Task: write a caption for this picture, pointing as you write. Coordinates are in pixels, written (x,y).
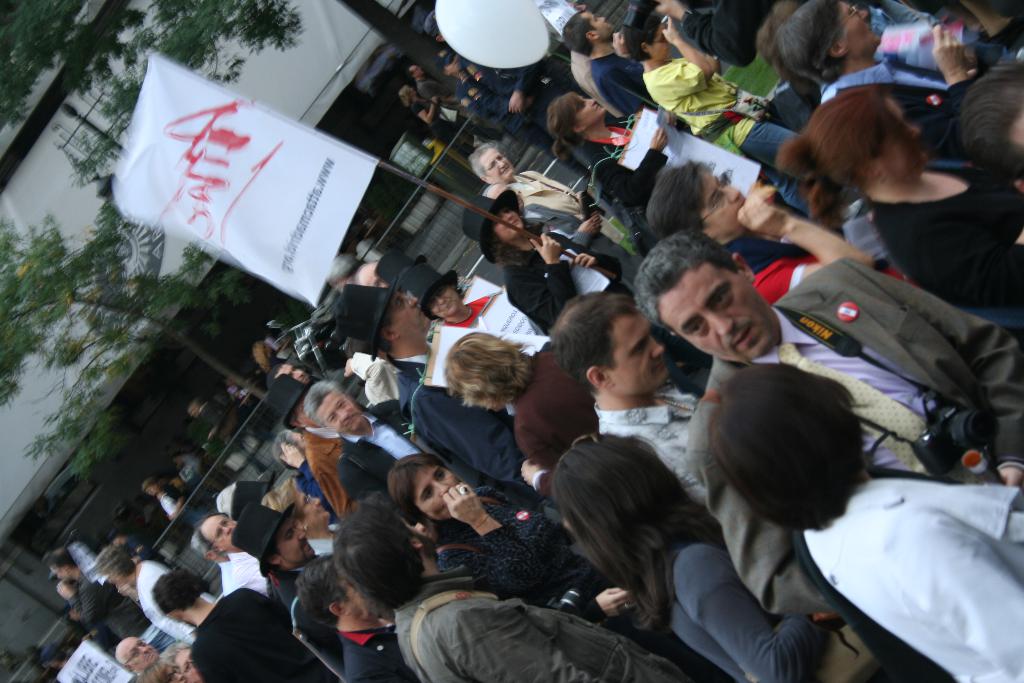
In the picture I can see a group of people (821,374). There is a woman (512,194) holding the banner pole (413,182) in her hands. I can see a person (653,101) holding a balloon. In the background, I can see the building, trees (120,342) and a metal fence (408,231).
